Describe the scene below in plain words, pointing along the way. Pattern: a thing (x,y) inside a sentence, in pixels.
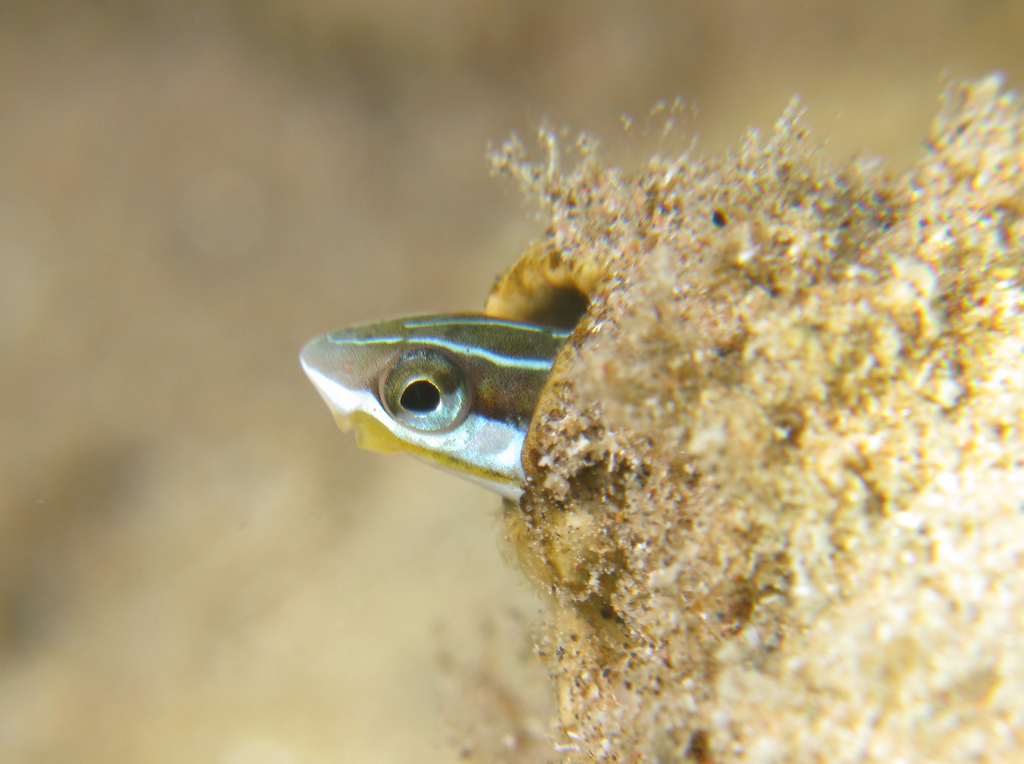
In the picture we can see a fish (472,317) looking out from the hole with a eye (430,413).
